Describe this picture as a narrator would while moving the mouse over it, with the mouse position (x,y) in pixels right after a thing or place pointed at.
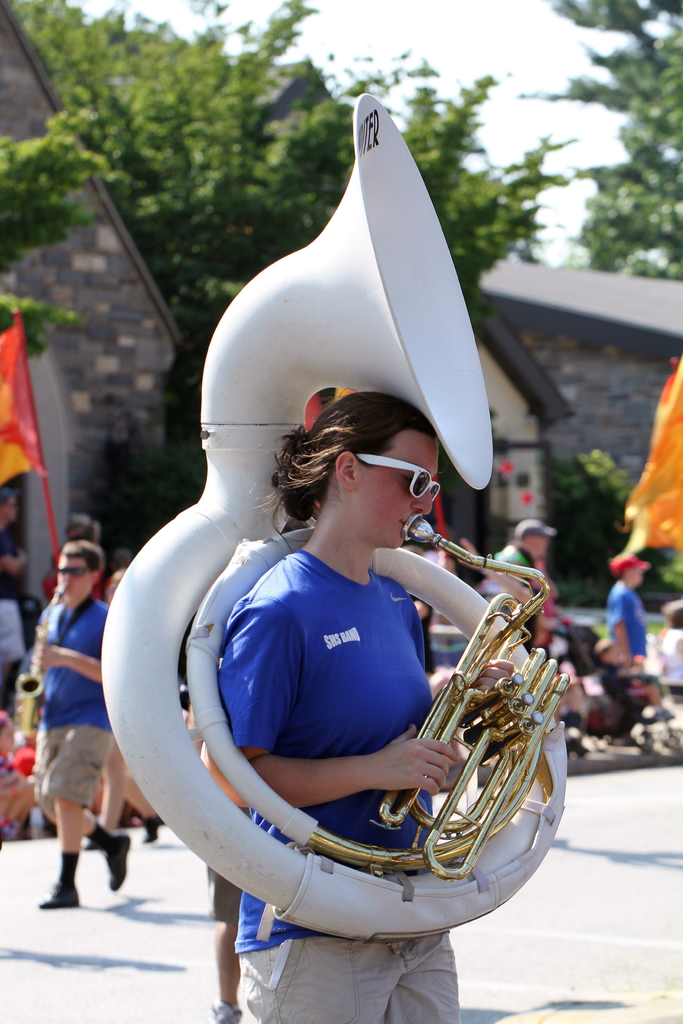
In the center of the image (324,599) a lady (328,574) is standing and holding a musical instrument (199,723). In the background of the image (175,281) we can see houses (39,557), trees (183,223) and some persons (123,563), flag (21,353) are there. At the bottom of the image (80,990) ground (146,953) is present. At the top of the image (347,25) sky (447,41) is there.
